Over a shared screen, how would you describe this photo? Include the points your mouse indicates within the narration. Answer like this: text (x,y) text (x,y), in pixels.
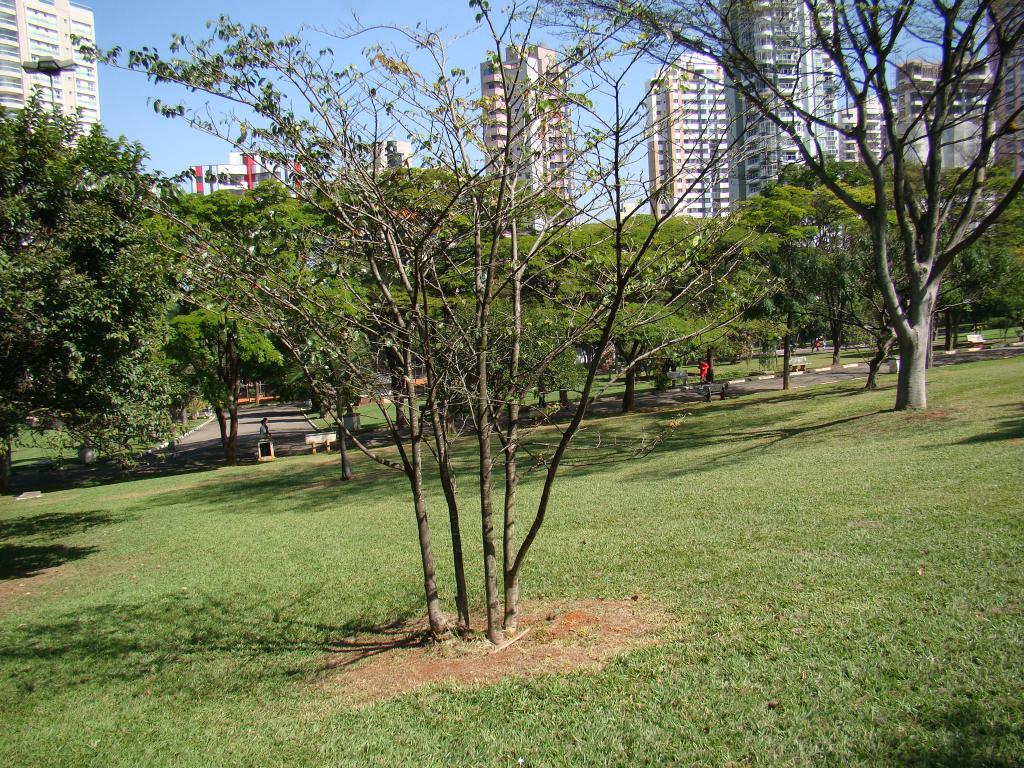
In this image we can see some grass (436,482), trees (86,400) and there are some persons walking through the walkway (253,447) and in the background of the image (144,113) there are some buildings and clear sky (271,70).
